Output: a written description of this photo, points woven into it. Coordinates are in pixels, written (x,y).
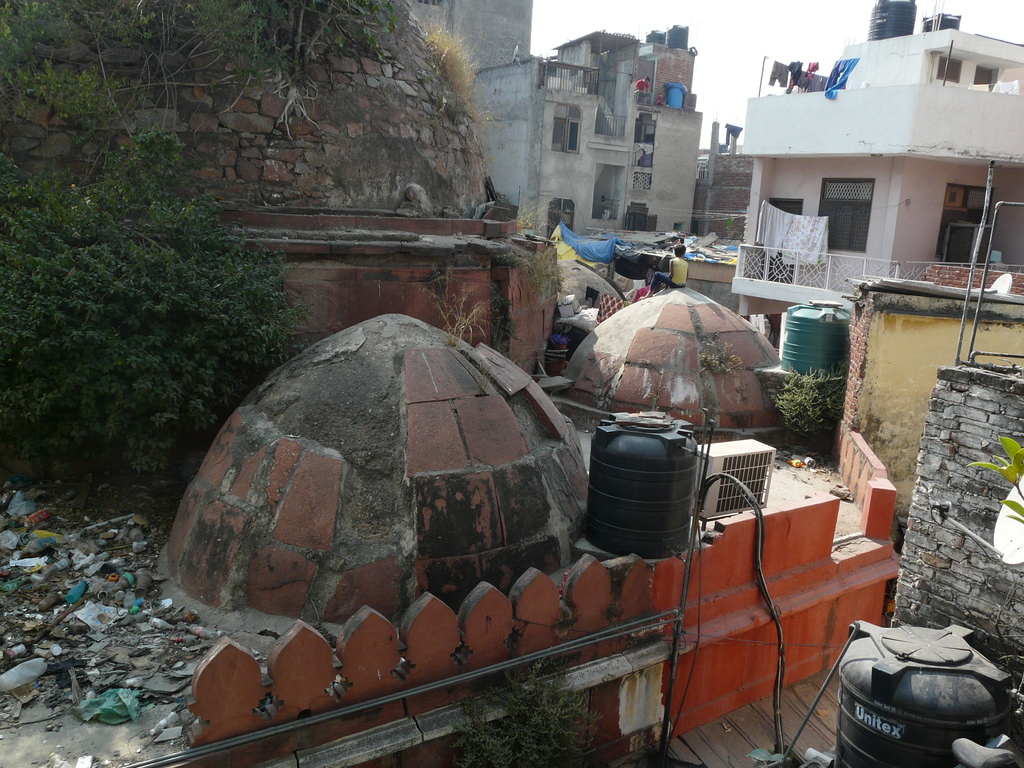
In this image there are buildings (865,557), trees (249,40), water tanks (672,496), people (649,281), clothes (797,228), railing (813,266), rocks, sky (699,17) and objects (70,532).
